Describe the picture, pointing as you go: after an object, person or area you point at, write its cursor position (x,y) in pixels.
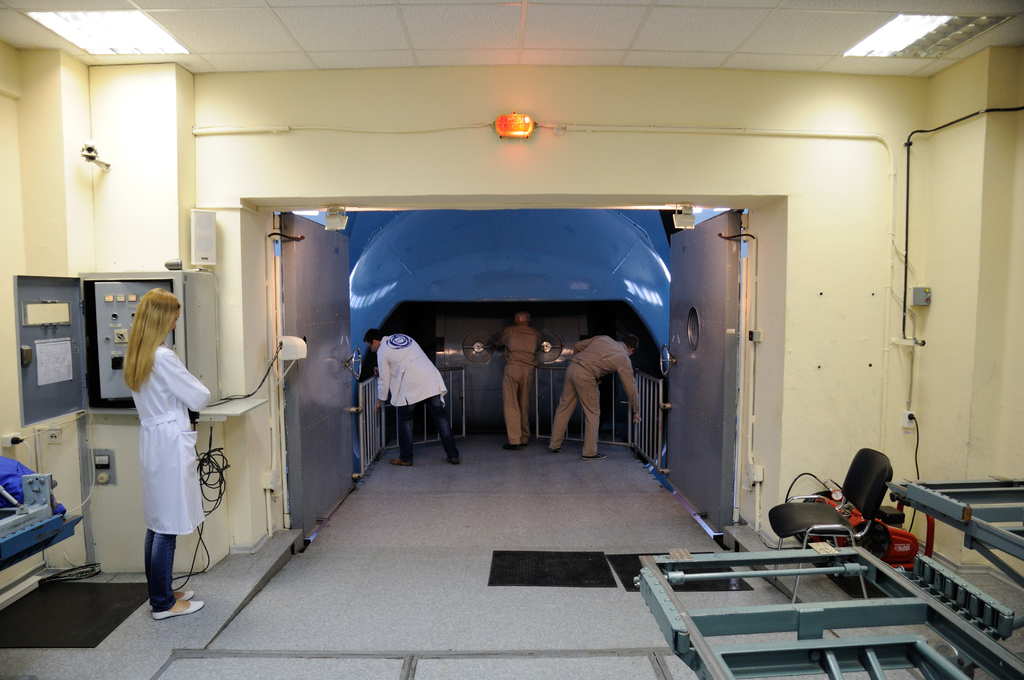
In the bottom right corner of the image (941,501) we can see some tables (945,500) and chairs (869,455). Behind them we can see a wall (800,121) and door (724,263). In the middle of the image (408,452) few people (377,348) are standing. In front of them we can see fencing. In the bottom left corner of the image (111,480) we can see some tables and electronic devices (143,286). At the top of the image (517,116) we can see ceiling (998,36) and lights (109,43).
